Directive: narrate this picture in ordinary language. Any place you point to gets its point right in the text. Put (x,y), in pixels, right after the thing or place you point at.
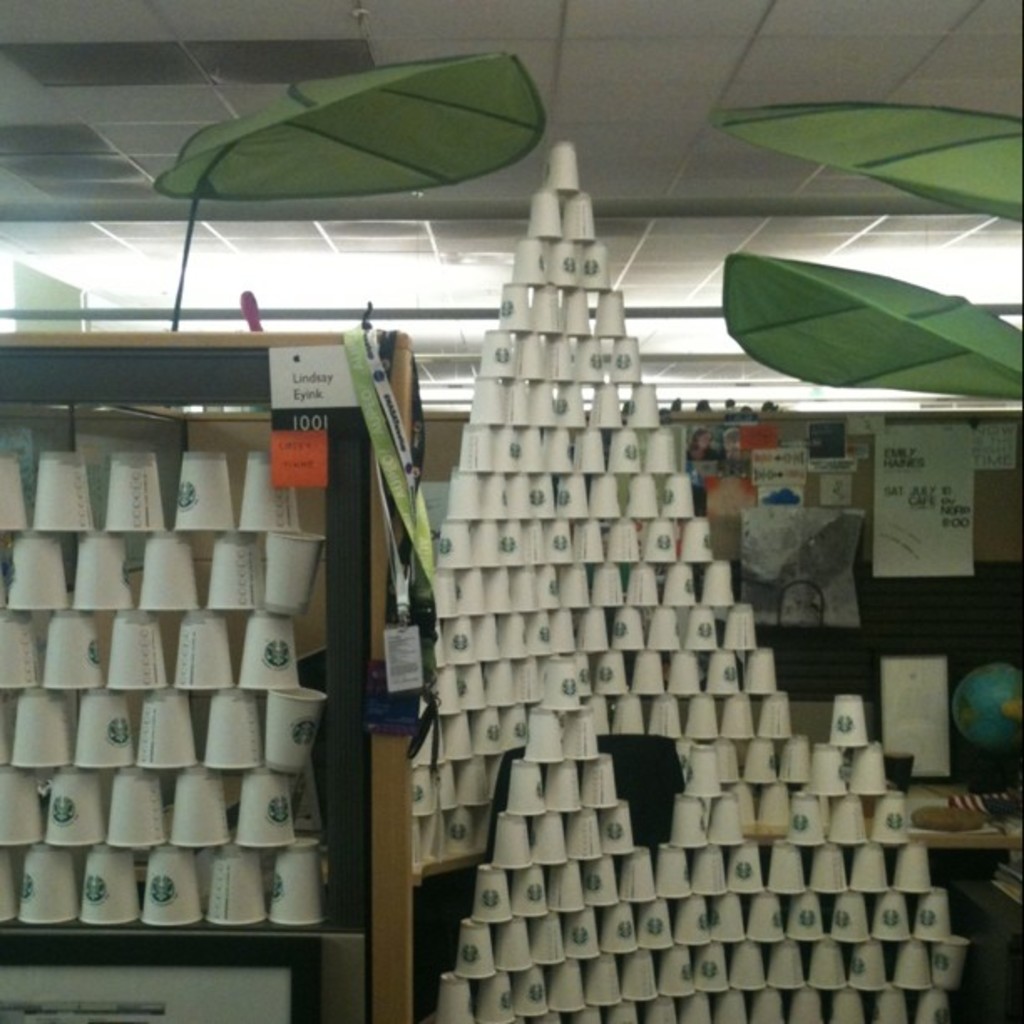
In this picture there are cups (597,361). At the back (1013,673) there are papers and there is a globe (1000,683) and there are objects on the table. There are identity cards (415,698) on the desk (396,786). At the top (173,184) there are objects (964,201) in the shape of leaves. At the top (447,298) there are lights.
